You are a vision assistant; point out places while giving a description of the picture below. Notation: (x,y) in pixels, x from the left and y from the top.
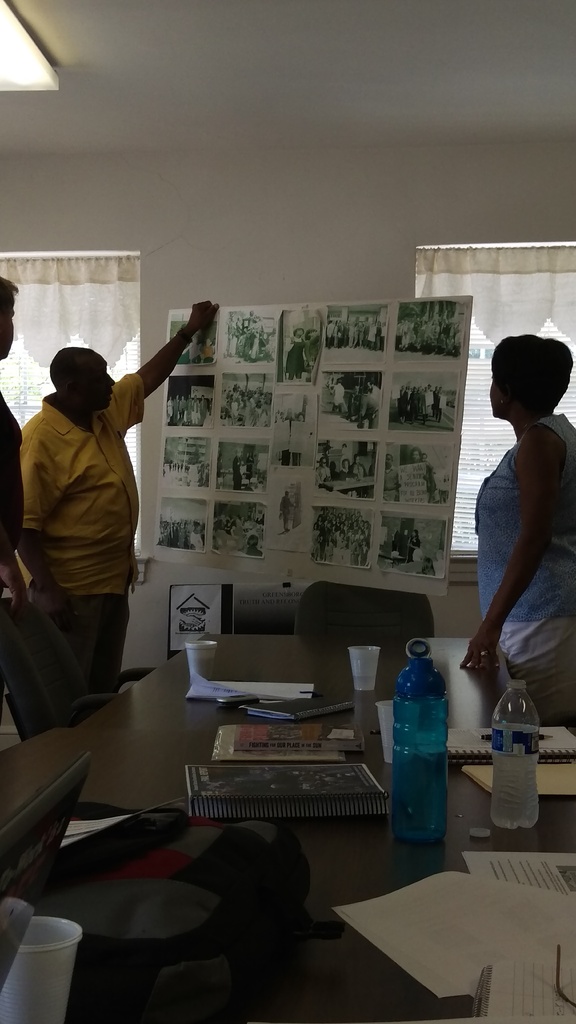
In this image I can see three people (538,345) are standing next to a table (275,677). I can also see few chairs (26,648) and here on this table (285,677) I can see few bottles (417,797), few papers (528,1010) and a laptop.
